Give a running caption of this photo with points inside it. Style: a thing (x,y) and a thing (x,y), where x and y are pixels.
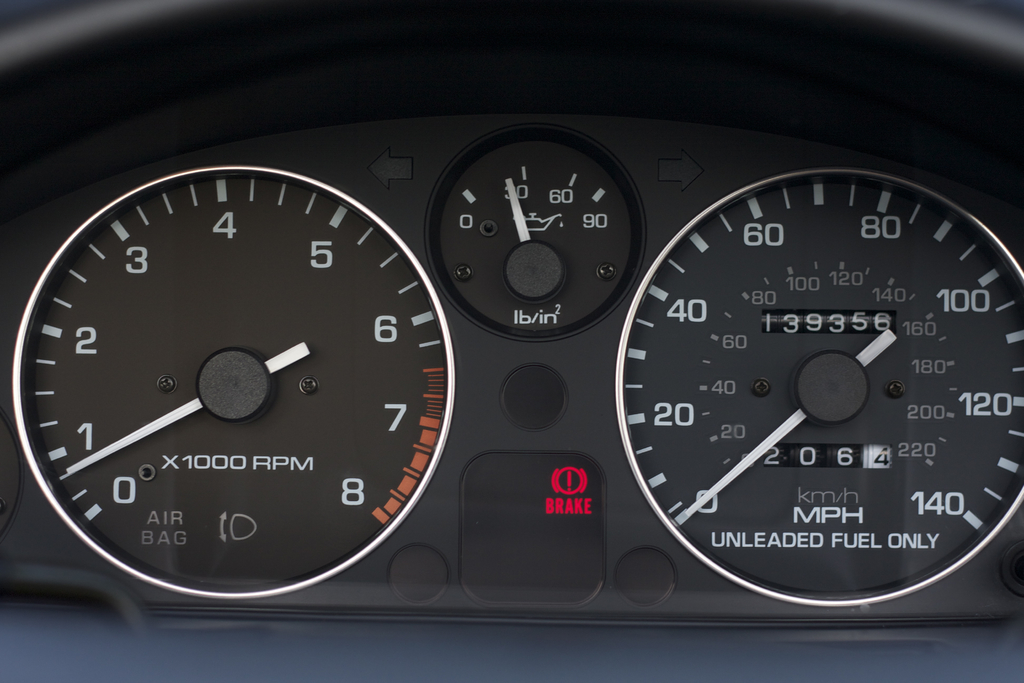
In this image there is a speedometer (684,356).
